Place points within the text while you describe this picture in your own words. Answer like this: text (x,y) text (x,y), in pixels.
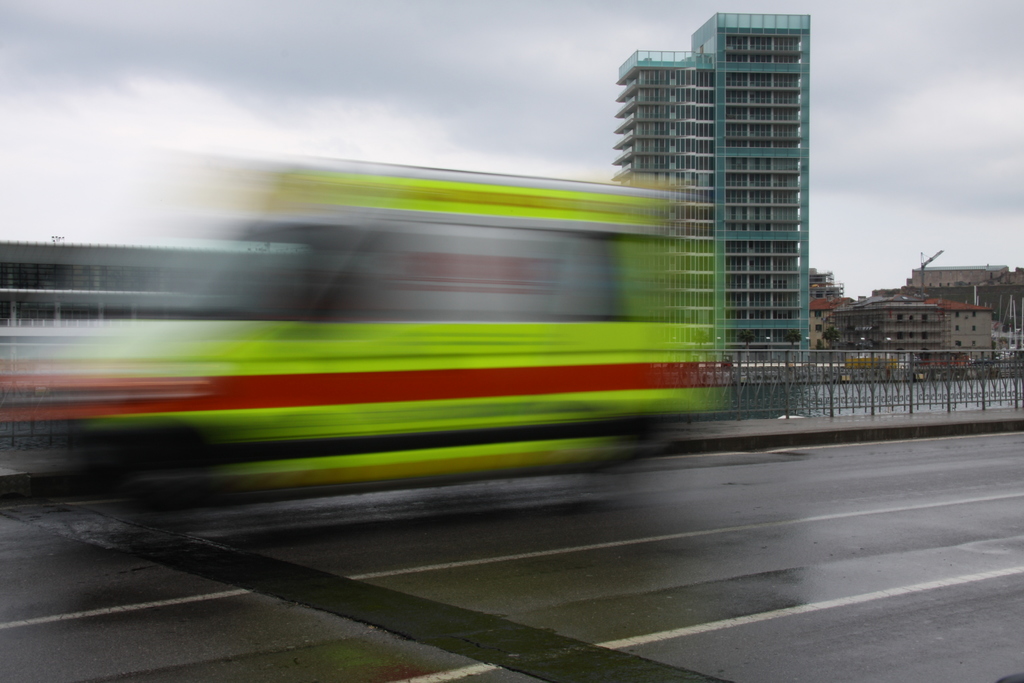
In the foreground (290,254) I can see a vehicle (480,429) on the road (717,509) and a fence (871,394). In the background (849,327) I can see buildings (880,334), light poles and fleets of vehicles (888,369). At the top (391,96) I can see the sky (443,122). This image is taken may be on the road (624,553).
